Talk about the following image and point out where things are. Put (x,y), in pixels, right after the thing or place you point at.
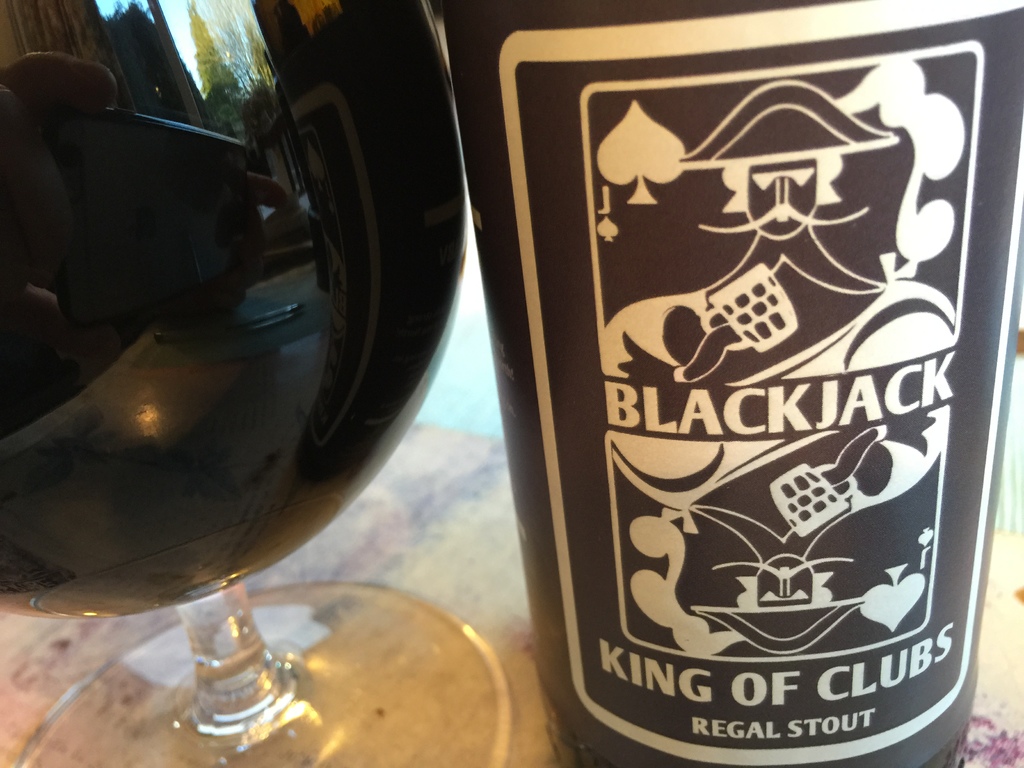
In this image there is one bottle (527,371) and glass (409,279) and in the glass (242,362) it seems that there is some drink (124,359), and through the glass (389,108) we could see some trees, and some objects (203,179). On the bottle (547,268) there is a label (623,296), on the label (853,379) there is text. And at the bottom (522,593) it looks like a table (502,575).
